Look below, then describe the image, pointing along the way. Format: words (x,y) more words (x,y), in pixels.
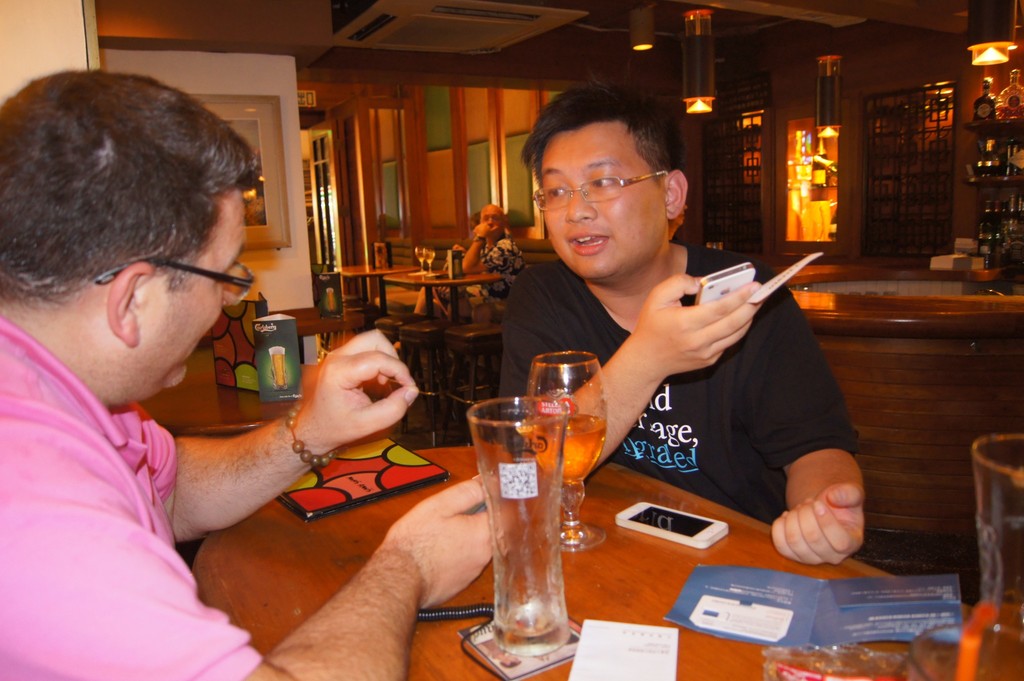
In this picture we can see two people (122,618) and one person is holding a mobile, here we can see tables (331,577), glasses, mobile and some objects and in the background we can see a person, stools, lights (991,38) and some objects (964,350).
